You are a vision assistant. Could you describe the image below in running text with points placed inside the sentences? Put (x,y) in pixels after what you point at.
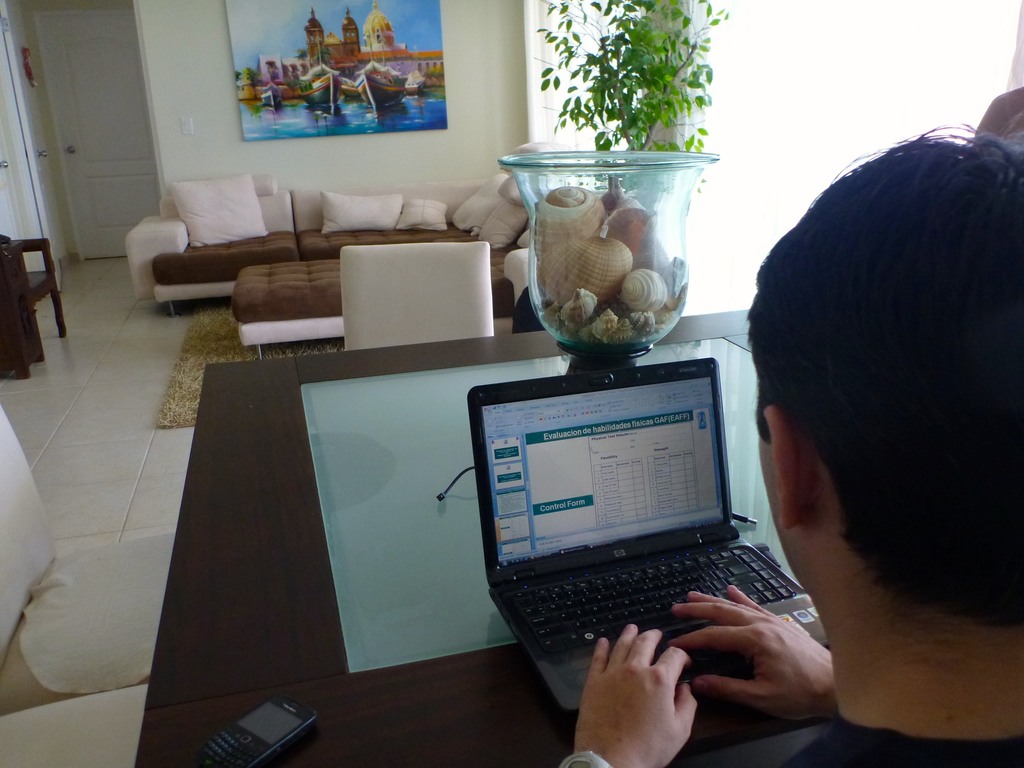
In the image we can see there is a man (873,428) who is sitting on table (368,501) there is laptop (651,594) and mobile phone (267,719) and a vase (608,189) in which there are shells (565,299). There is a sofa (287,231) on which there are cushions (350,214). On wall (384,169) there is a painting (385,122) and there is a white colour door (85,151).
